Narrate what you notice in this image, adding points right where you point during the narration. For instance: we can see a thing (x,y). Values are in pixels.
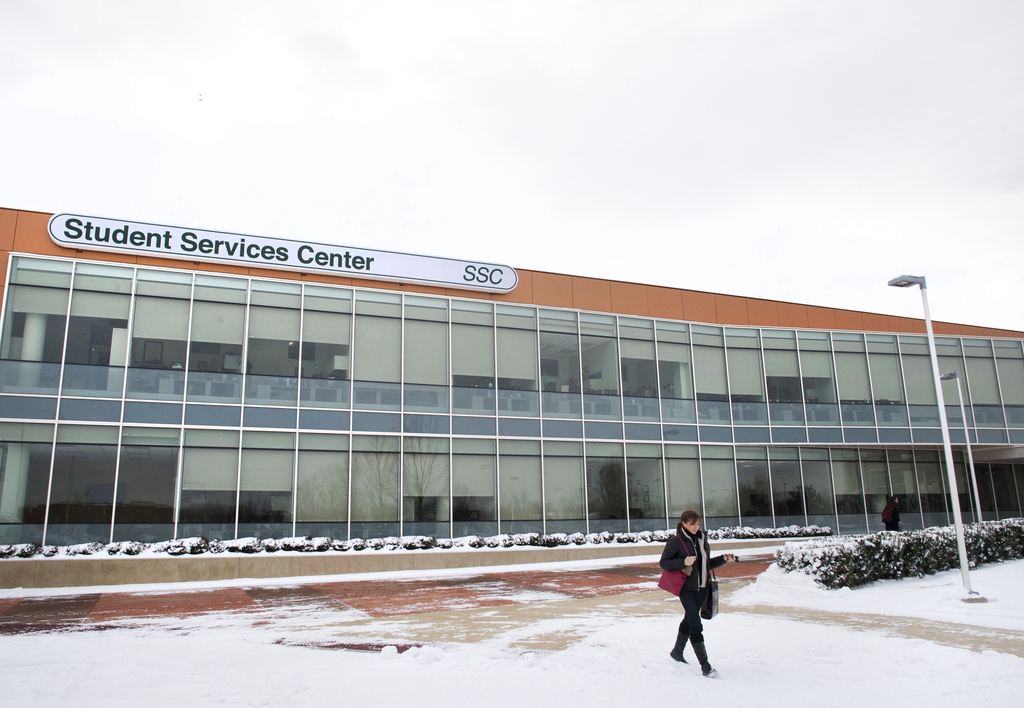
In this image there is a woman (688,551) who is walking in the snow (751,656) by holding the bag (669,578). In the background (410,400) there is a student service center (343,355). On the right side (936,384) there are poles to which there are lights (922,283). At the bottom (890,641) there is snow (867,599).
